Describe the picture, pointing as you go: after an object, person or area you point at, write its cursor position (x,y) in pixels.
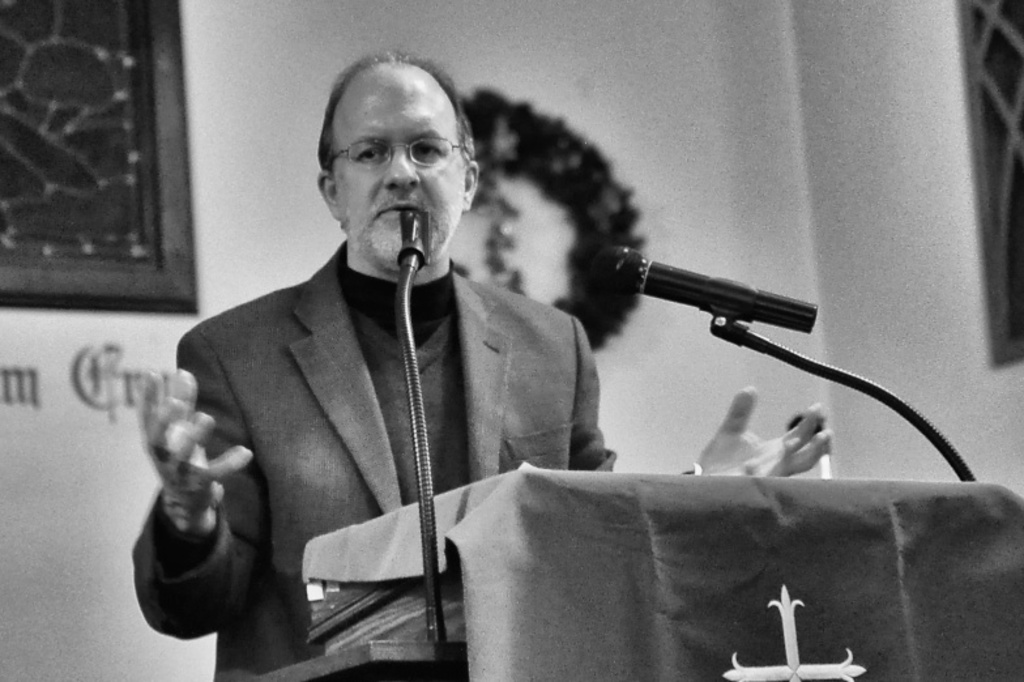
In this image I can see the black and white picture in which I can see a person (311,344) wearing blazer (309,391) and spectacles (377,138) is standing in front of the podium (524,559) and I can see two microphones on the podium (413,608). In the background (738,70) I can see the wall (768,97), a frame (142,81) attached to the wall (728,53) and few other objects (558,164).
